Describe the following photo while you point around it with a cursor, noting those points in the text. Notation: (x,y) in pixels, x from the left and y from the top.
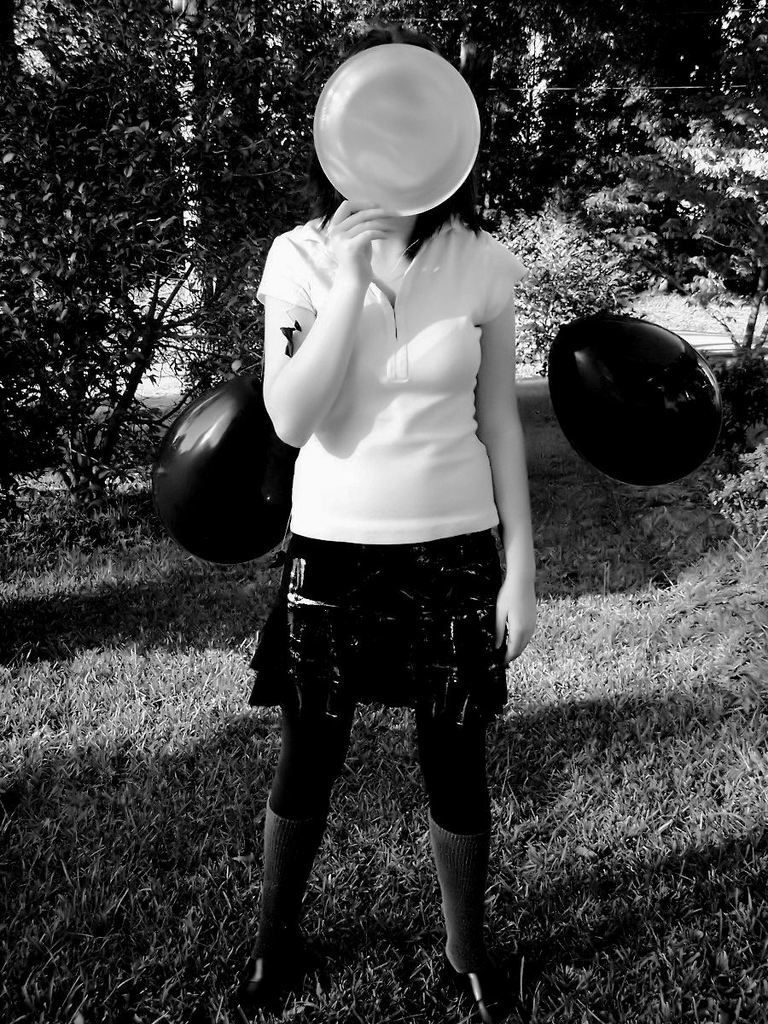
A beautiful woman (400,370) is standing and covering her face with a plate (436,162). She wore a t-shirt (467,450), frock (451,620) and shoes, behind her there are trees (152,6). It is a black and white image.
